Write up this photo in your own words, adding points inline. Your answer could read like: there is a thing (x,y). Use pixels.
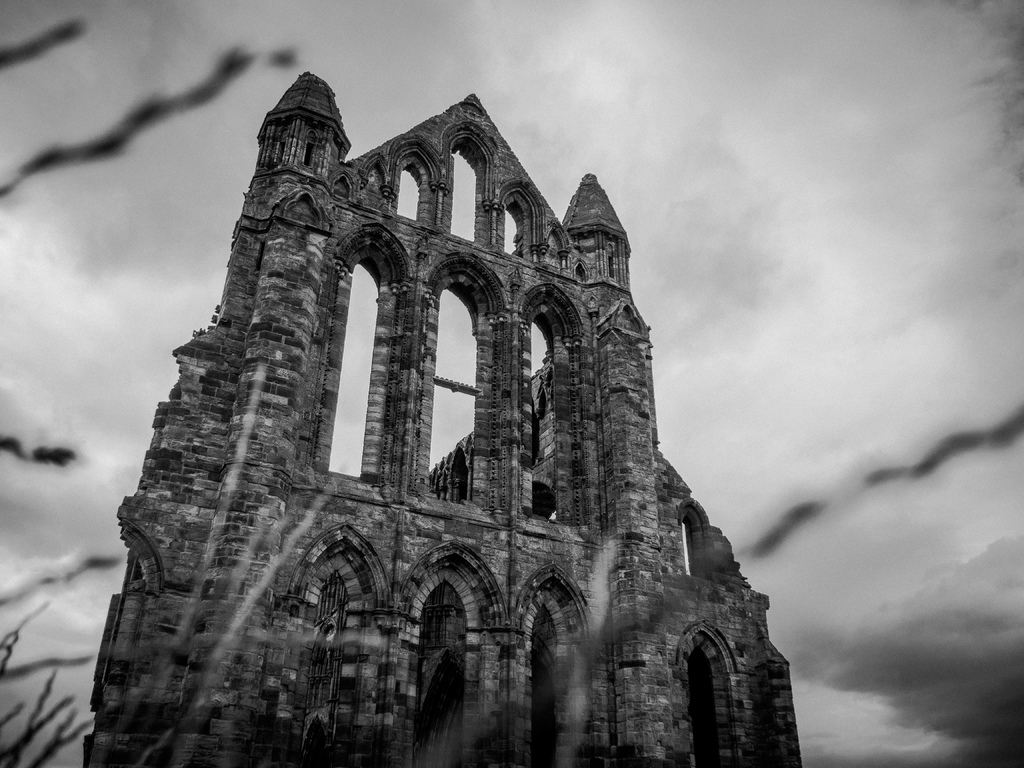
In this image there is one monument (453,551) in the middle of this image (342,452) and there is a sky (811,252) in the background (626,200).
